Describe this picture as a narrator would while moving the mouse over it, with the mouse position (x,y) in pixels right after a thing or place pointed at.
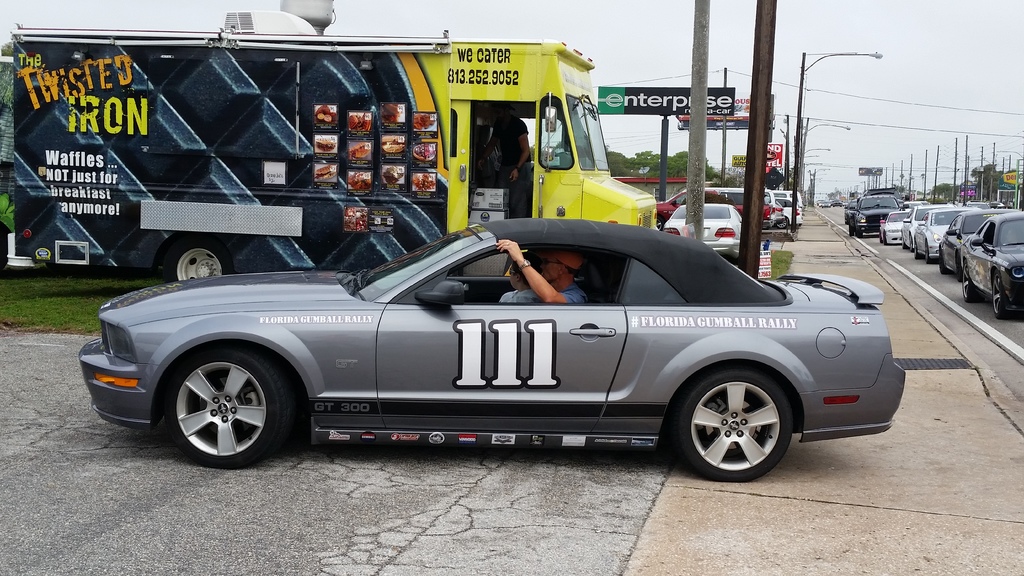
As we can see in the image there is a truck (275,136), banner (622,97), cars (654,269), street lamps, trees (677,170) and sky (689,13).
